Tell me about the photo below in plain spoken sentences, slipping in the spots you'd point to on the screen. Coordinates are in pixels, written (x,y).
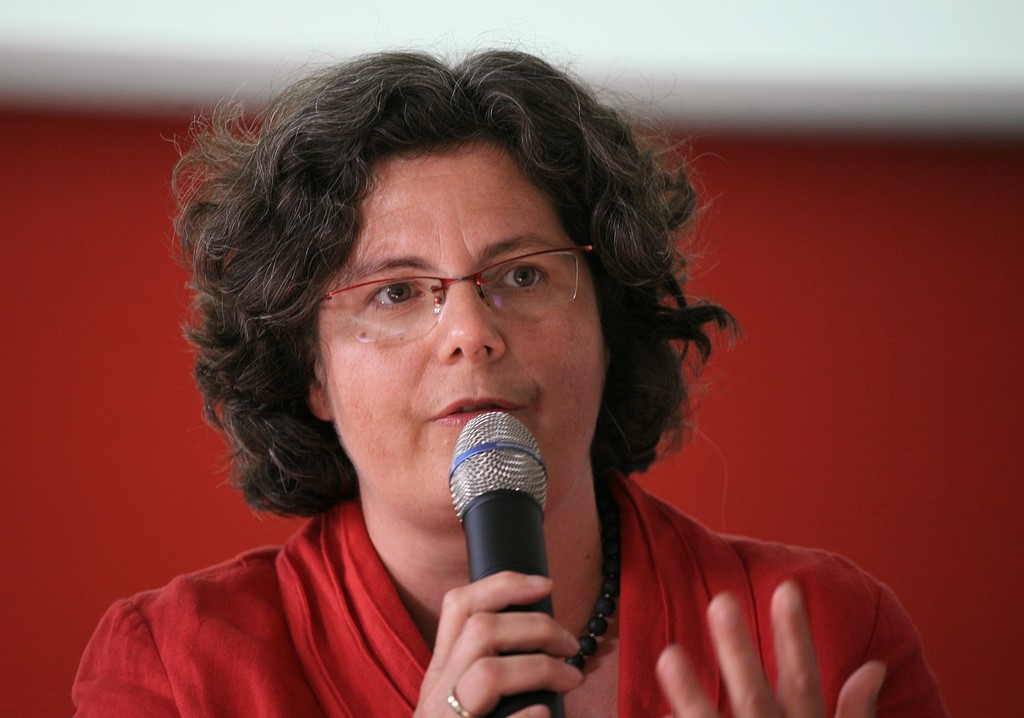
In this image I can see a woman (195,375) is holding a mic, I can also see she is wearing a specs (438,310) and red color top (340,583).
